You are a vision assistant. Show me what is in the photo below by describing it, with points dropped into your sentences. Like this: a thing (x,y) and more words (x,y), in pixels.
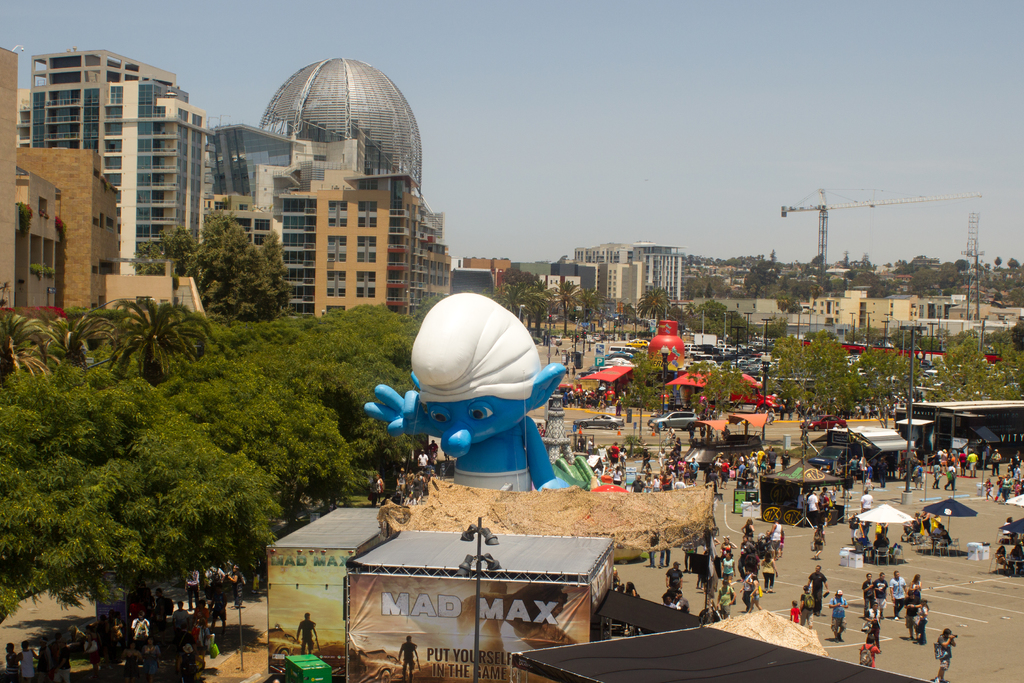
In this image we can see few persons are walking on the road (984,603) and among them few persons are carrying bags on their shoulders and we can see poles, tents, trees (248,557), buildings (167,203), windows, vehicles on the road (993,533), crane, objects (377,632), inflatable toy (521,367) and sky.
